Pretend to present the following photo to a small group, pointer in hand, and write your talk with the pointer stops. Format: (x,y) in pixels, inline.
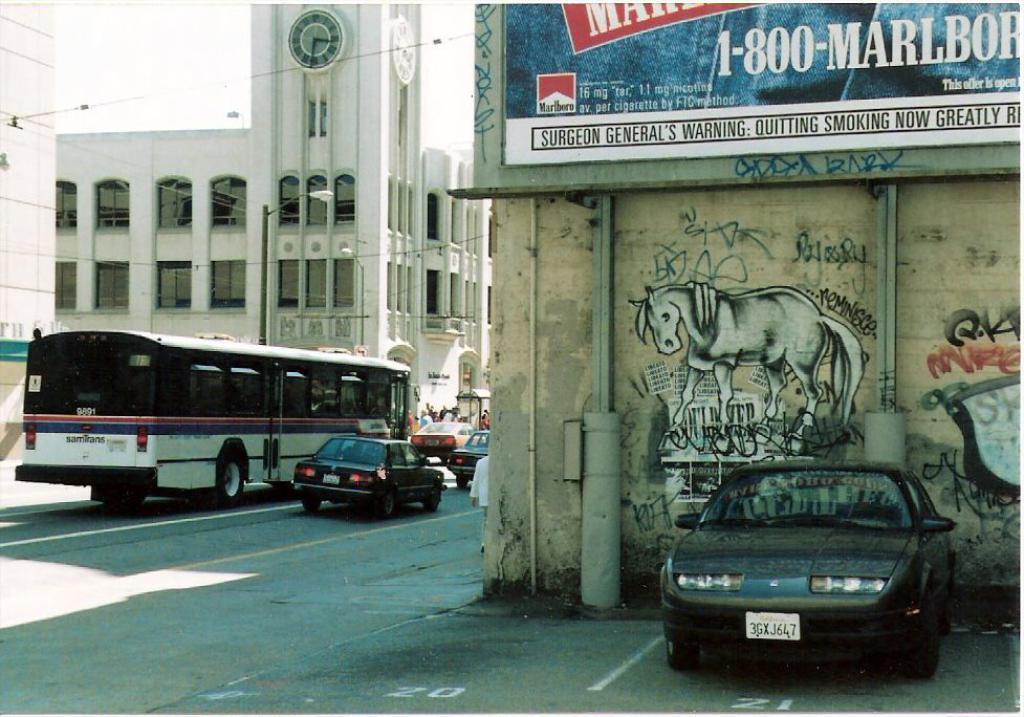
This is an outside view. Here I can see few vehicles (715,617) on the road (143,643) and one person (475,490) is walking beside the road (462,511). On the right side (870,212) there are few paintings (844,365) on a wall (615,279). At the top (800,154) there is a board (681,69) on which I can see some text (625,90). In the background (278,235) there are few buildings (188,183). At the top of the image (145,49) I can see the sky (197,69).
